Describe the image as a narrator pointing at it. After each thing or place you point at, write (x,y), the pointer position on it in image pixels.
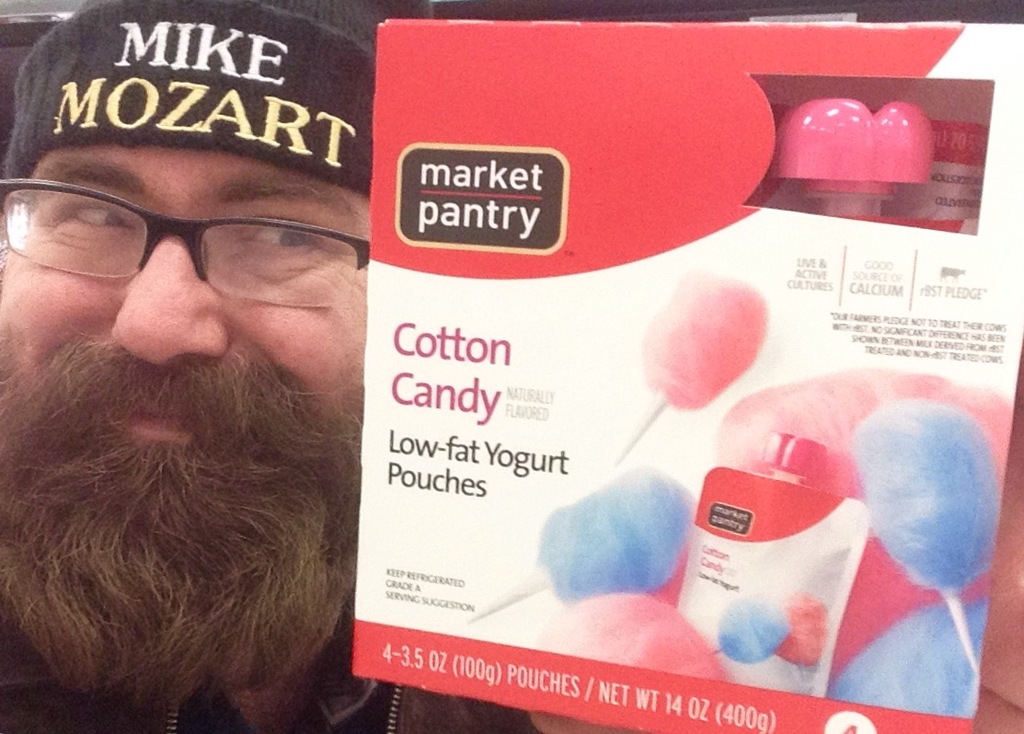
In this image we can see a person (248,369) holding a box (535,387), on the box (610,386) we can see some text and images (808,640).
